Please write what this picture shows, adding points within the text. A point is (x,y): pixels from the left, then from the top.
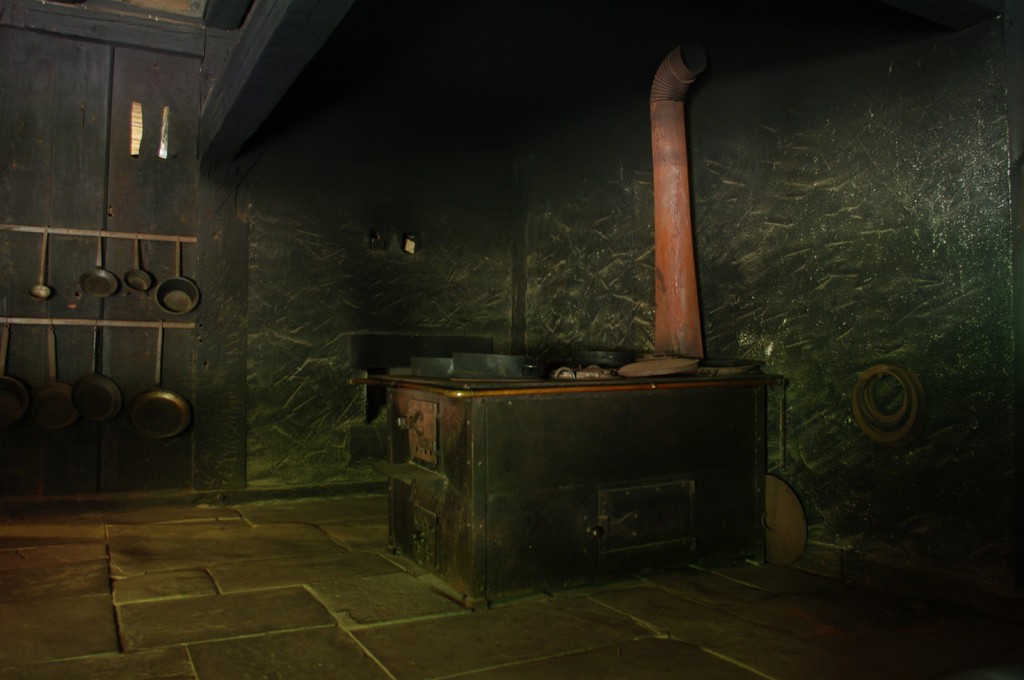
In this image we can see inside view of a room (235,324). On the left side of the image (102,272) we can see vessels (94,403). In the center of the image (576,386) we can see a stove (694,376) with a pipe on it.
